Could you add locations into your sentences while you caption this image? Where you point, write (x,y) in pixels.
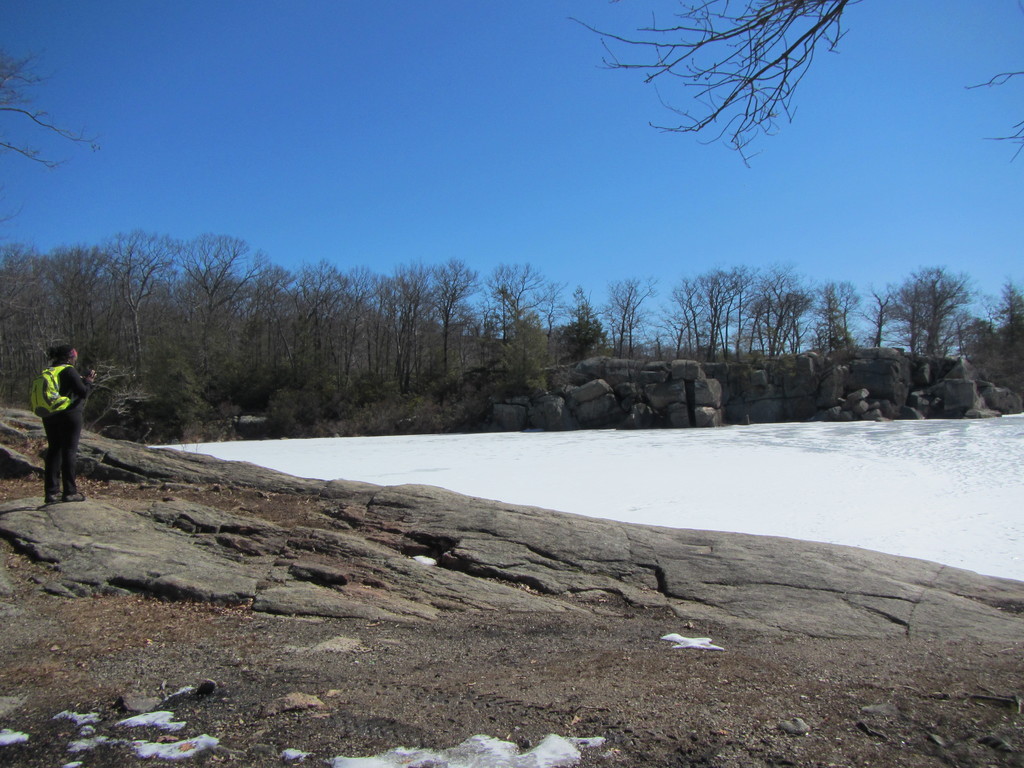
In this image we can see a person (65,461) wearing black color dress (62,451) carrying green color backpack (60,370) standing on mountain (182,504) and we can see some snow (622,444), in the background of the image (326,302) there are some trees (405,322), clear sky (315,180).
